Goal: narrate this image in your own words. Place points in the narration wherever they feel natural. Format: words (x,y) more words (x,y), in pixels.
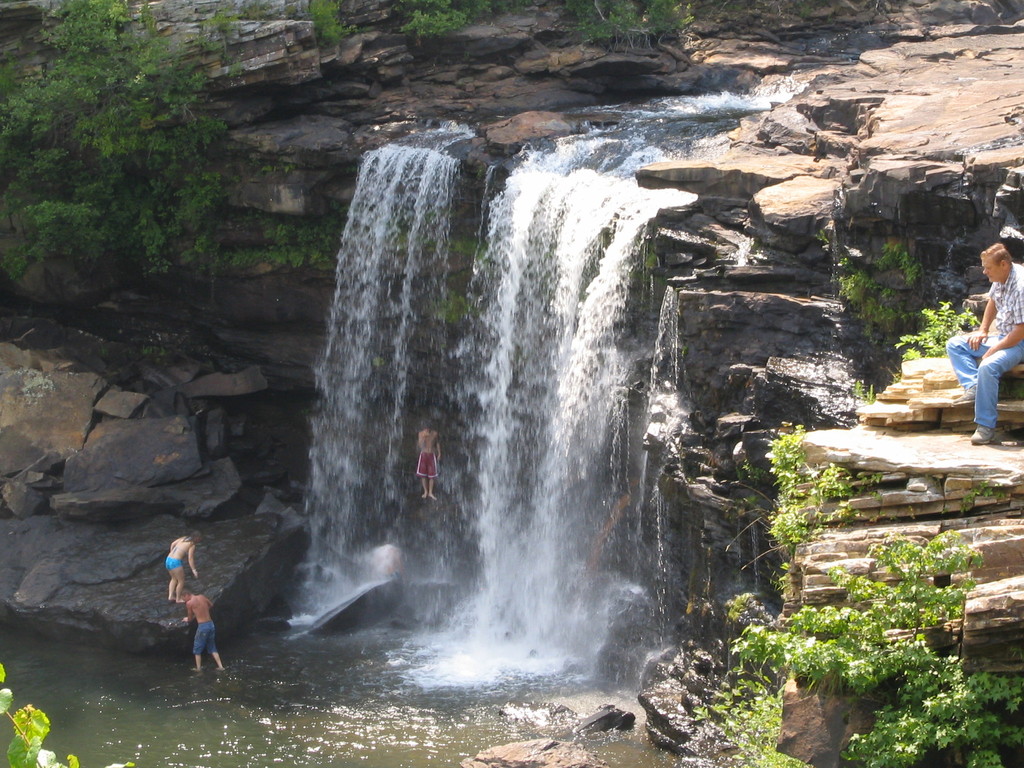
In this picture we can see four people (208,627), plants (778,468), water (501,523), rocks (150,510) and a man (1000,273) sitting.
